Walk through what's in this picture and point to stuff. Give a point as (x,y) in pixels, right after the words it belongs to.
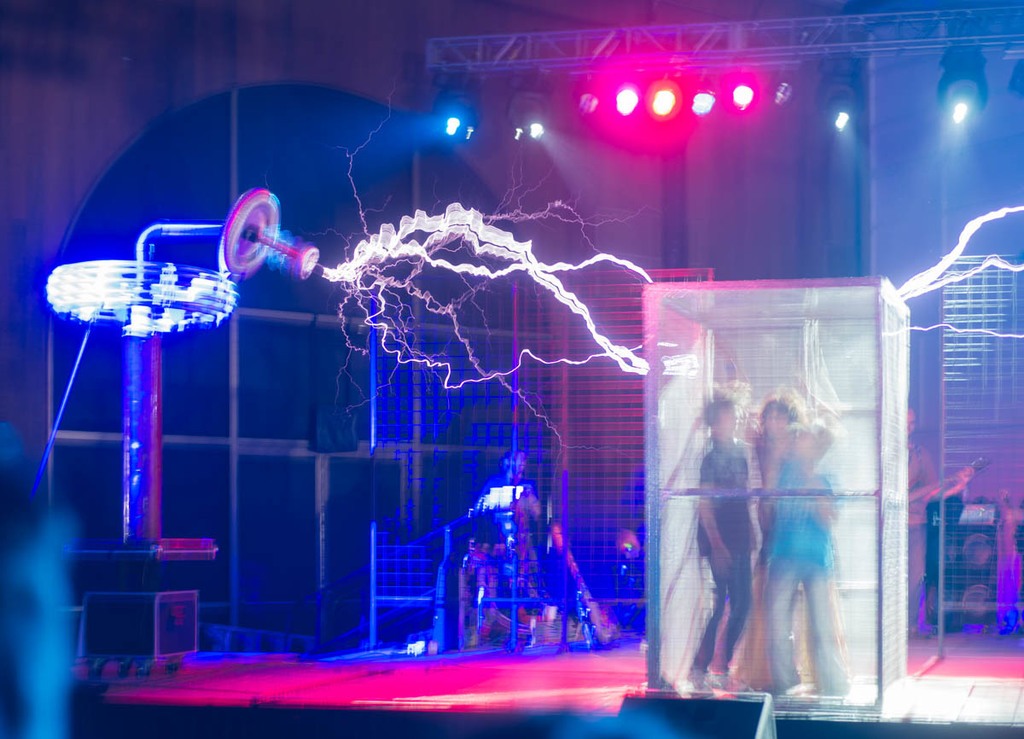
In the picture we can see a glass box (859,300) in that we can see three people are standing and besides it, we can see a pole (288,240) with an electric power passing through the box (820,706) and in the background (446,140), we can see a stand (453,63) with focus lights (705,113) and to the floor (238,665) we can see some box (121,649).
